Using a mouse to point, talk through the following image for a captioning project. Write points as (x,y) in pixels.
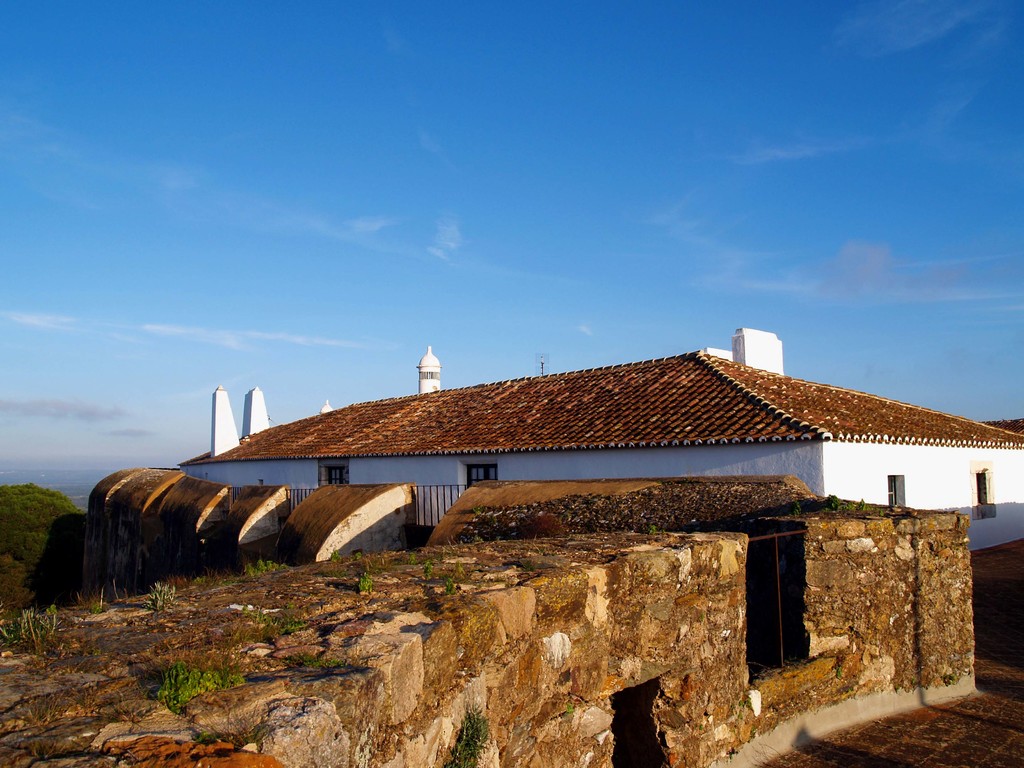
In this image I can see there is a building (480,418) and it has windows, there is a wall (12,708) at the left side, trees (28,502) and the sky (171,137) is clear.
